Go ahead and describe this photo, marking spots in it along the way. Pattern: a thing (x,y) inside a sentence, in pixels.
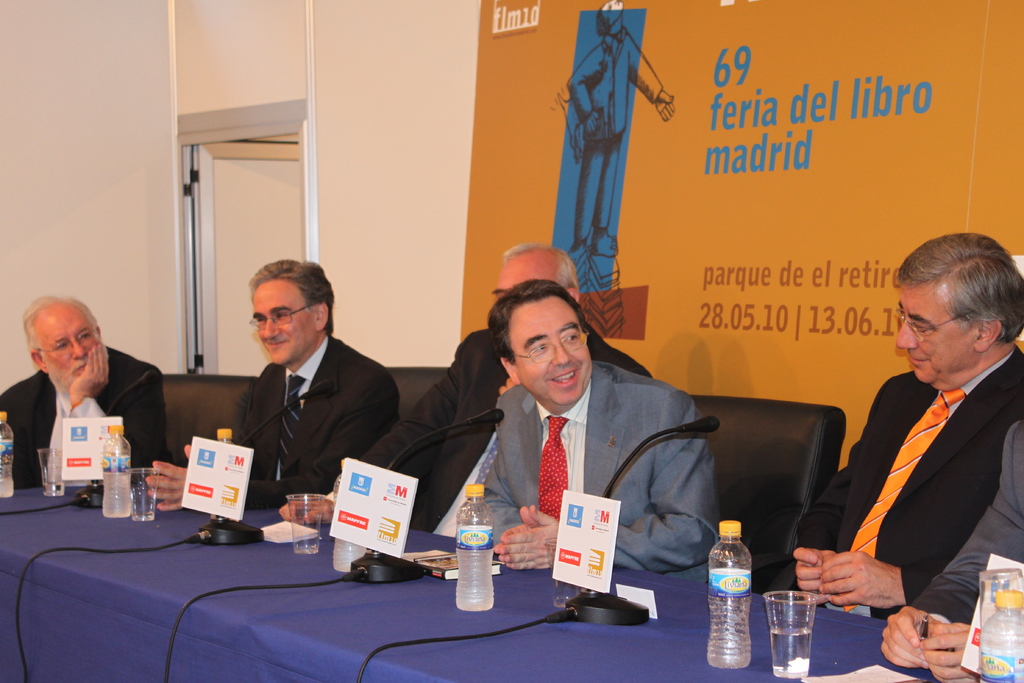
This is an inside view. Here I can see few people (620,455) are sitting on the chairs (700,411) in front of the table (515,620). On this table (540,601) there are few bottles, glasses (299,524) and microphones (708,422) are fixed. In the background (703,152) there is a board (763,130). On the left side of the image (232,217) there is a door (230,225) and also we can see a wall (128,102).
